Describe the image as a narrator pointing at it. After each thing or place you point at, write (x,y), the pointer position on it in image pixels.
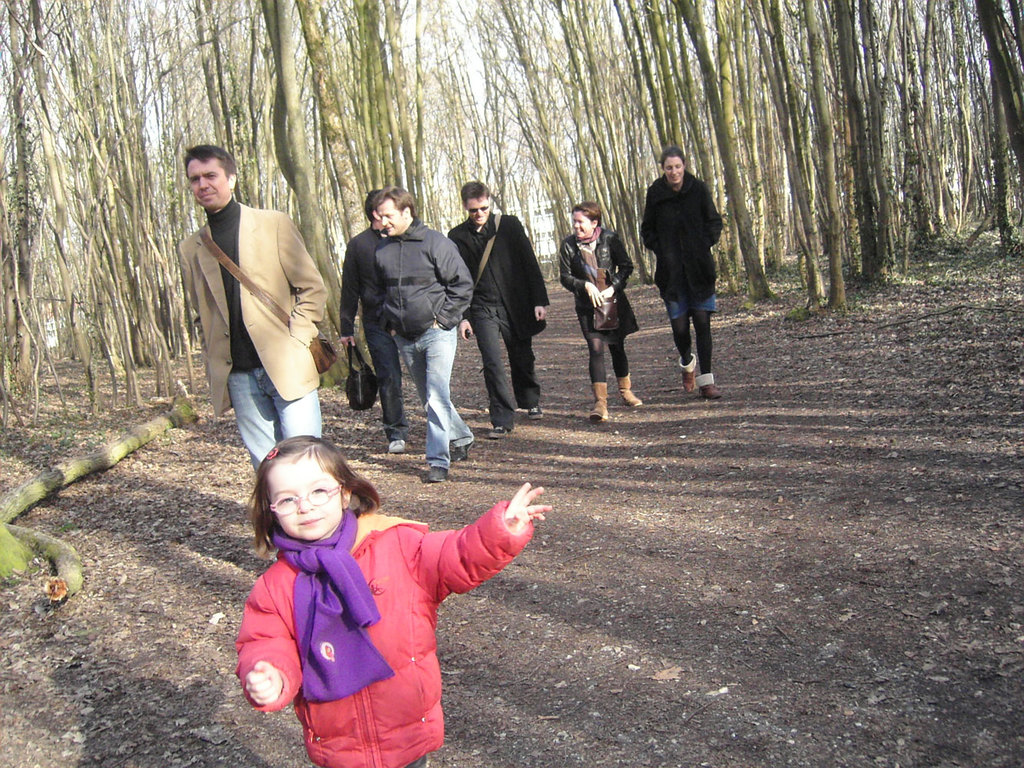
In this picture we can see a child (430,612) and a few people (375,369) walking on the path (353,426). We can see a person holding a bag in his hand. There are a few tree trunks (605,93) in the background (167,55).
